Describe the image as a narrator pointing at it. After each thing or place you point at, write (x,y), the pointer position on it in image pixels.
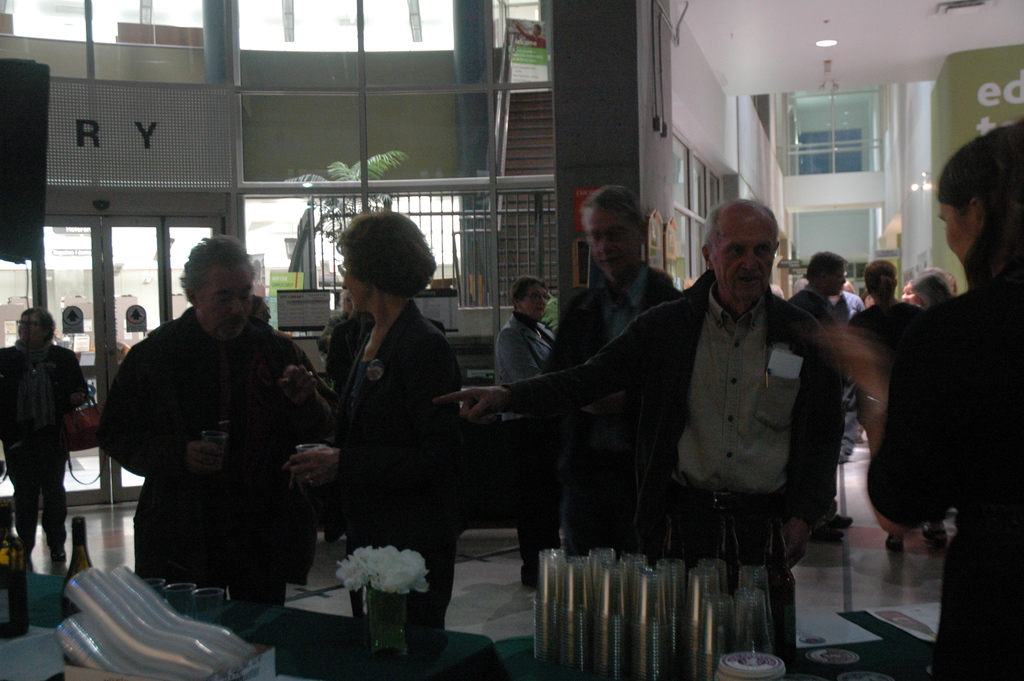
In this image we can see glasses (145,595), bottles (10,579) and flower vase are placed on the table (325,634) and these people (483,411) are standing on the floor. In the background (63,243), we can see the wall (738,186), stairs (542,170), glass doors (130,273), plant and the ceiling lights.
